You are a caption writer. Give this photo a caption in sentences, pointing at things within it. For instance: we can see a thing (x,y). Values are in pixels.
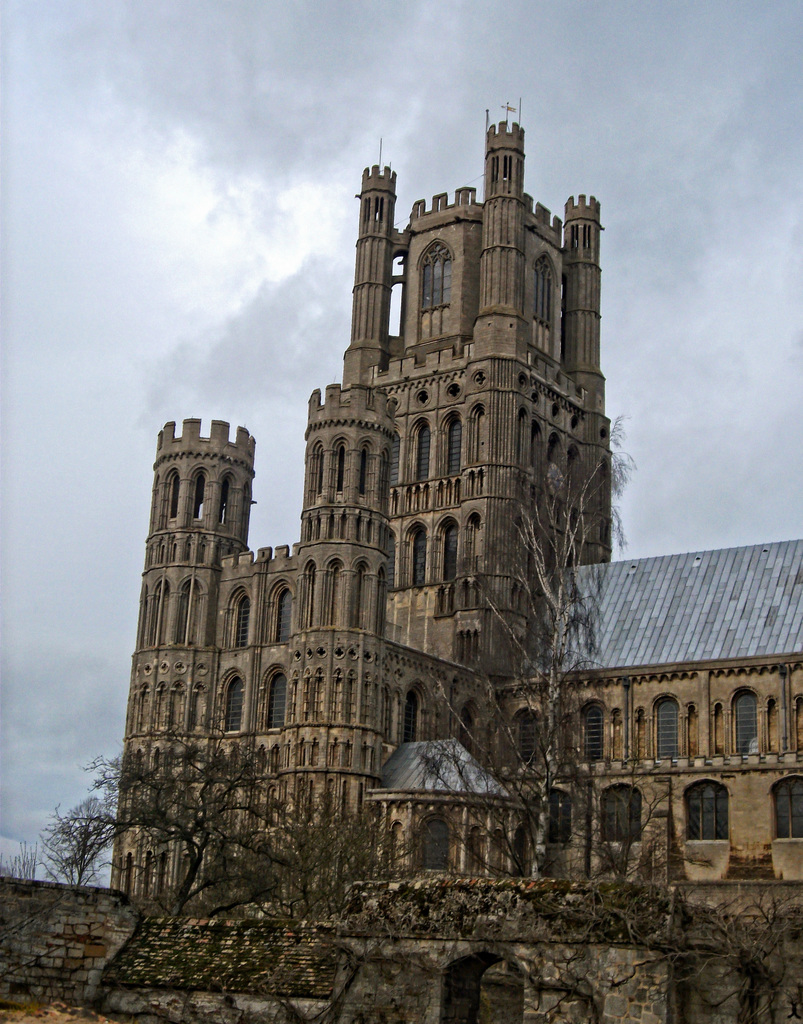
In this image we can see a building (454,559), there are some windows (424,450), trees (542,790), pillars (139,885) and the wall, in the background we can see the sky (789,227) with clouds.
